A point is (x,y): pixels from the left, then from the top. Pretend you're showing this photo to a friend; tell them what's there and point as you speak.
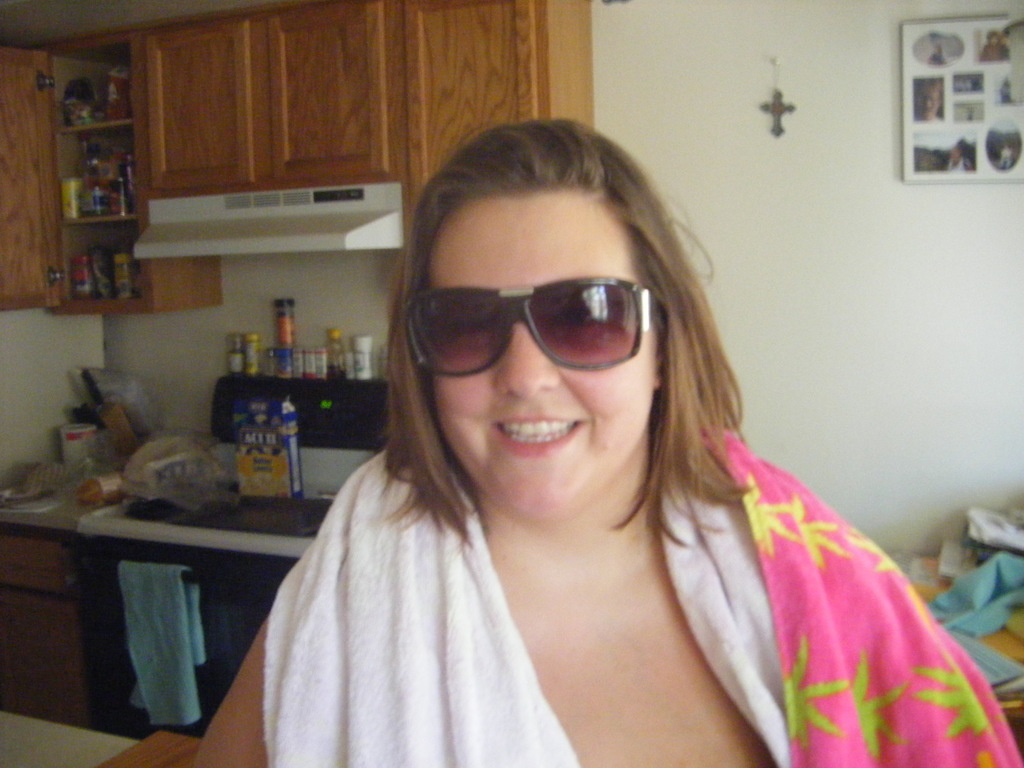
In this picture we can see a woman (594,641), she is wearing a goggles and in the background (677,128) we can see a wall (689,138), bottles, cupboards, clothes (755,529), photo frame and some objects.
